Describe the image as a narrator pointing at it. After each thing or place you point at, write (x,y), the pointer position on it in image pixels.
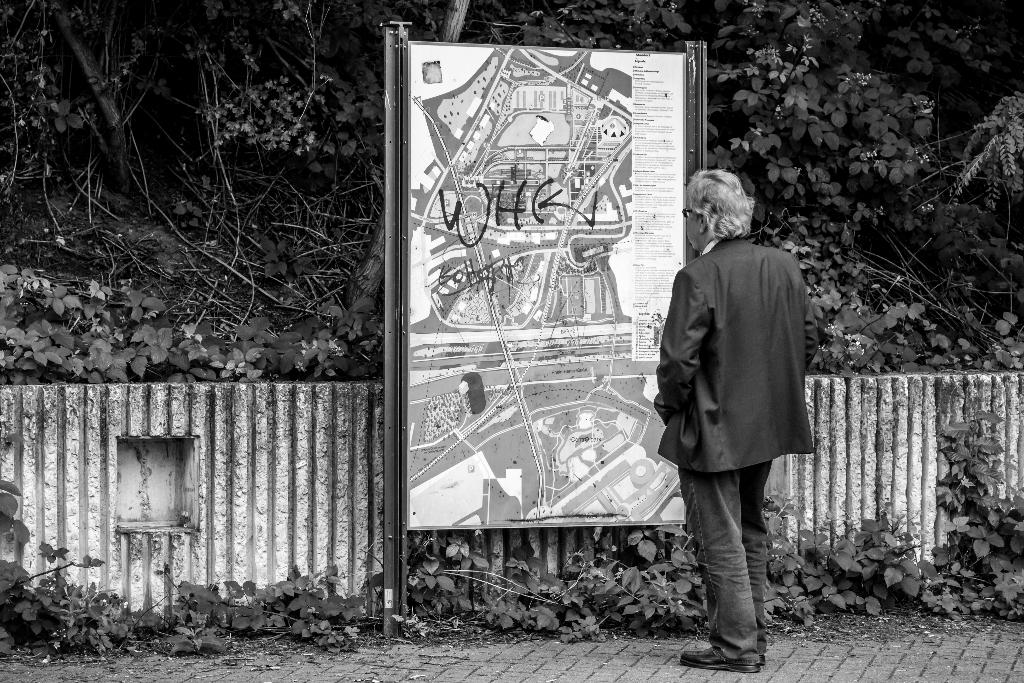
In this image I can see a man (718,391) standing in front of a board (494,296). On the board (513,326) I can see a map (509,248) and something written on it. The man (736,267) is wearing a coat (763,429), pant (720,605) and shoes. In the background (204,514) I can see trees (225,73), a wall (239,508) and plants (23,597). This image is black and white in color.
